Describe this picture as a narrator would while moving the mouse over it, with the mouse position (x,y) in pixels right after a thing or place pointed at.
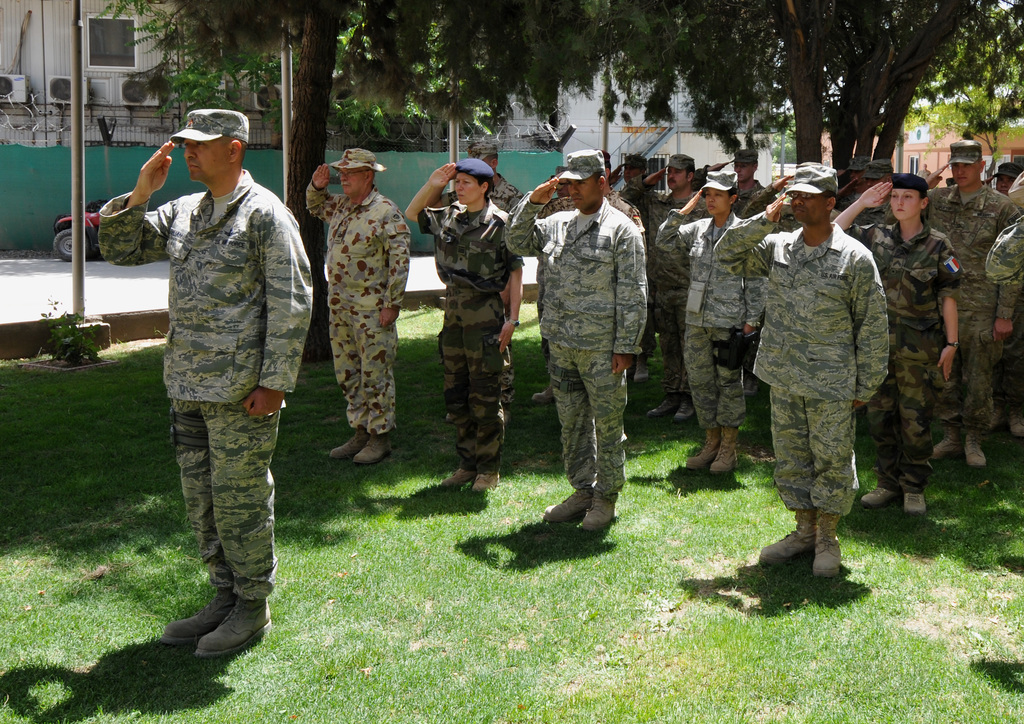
In this picture we can see some people (636,255) standing and saluting, at the bottom (729,556) there is grass (737,571), these people (821,277) wore caps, in the background (131,65) there is a building (118,59), we can see trees (914,28) here, on the left side (78,178) there is a pole (78,88).
